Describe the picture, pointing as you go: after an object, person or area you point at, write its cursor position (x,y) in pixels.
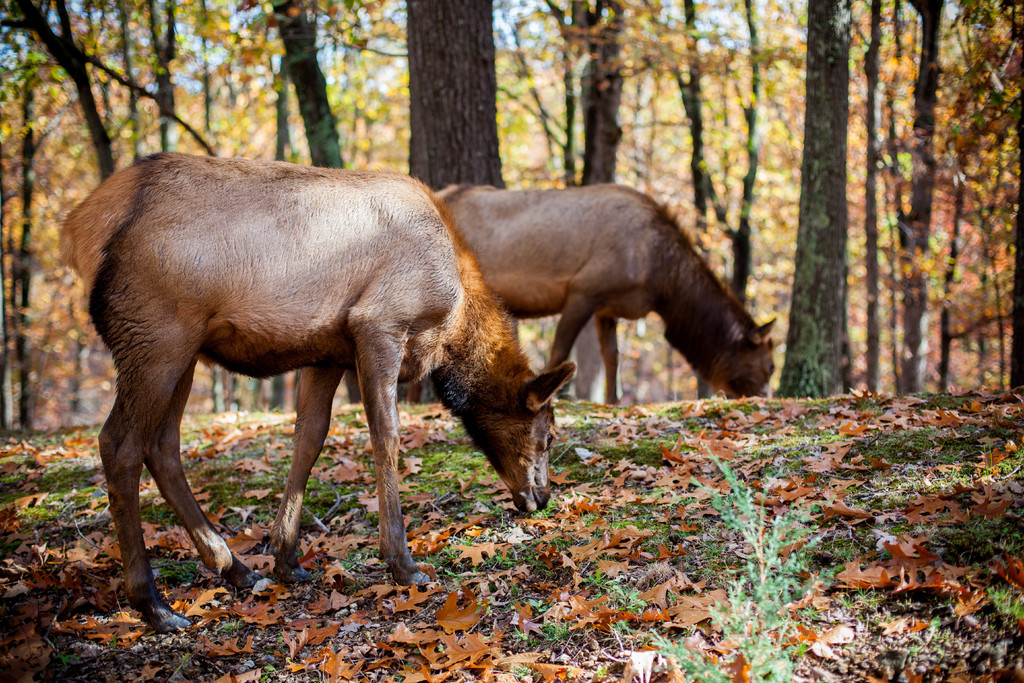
In this image we can see two animals (505,424). On the ground (225,622) there are dried leaves (401,594). In the background (912,211) there are a number of trees (477,88). Through trees (311,78) sky (511,23) is visible. In-front of the image there is a plant (777,602).
